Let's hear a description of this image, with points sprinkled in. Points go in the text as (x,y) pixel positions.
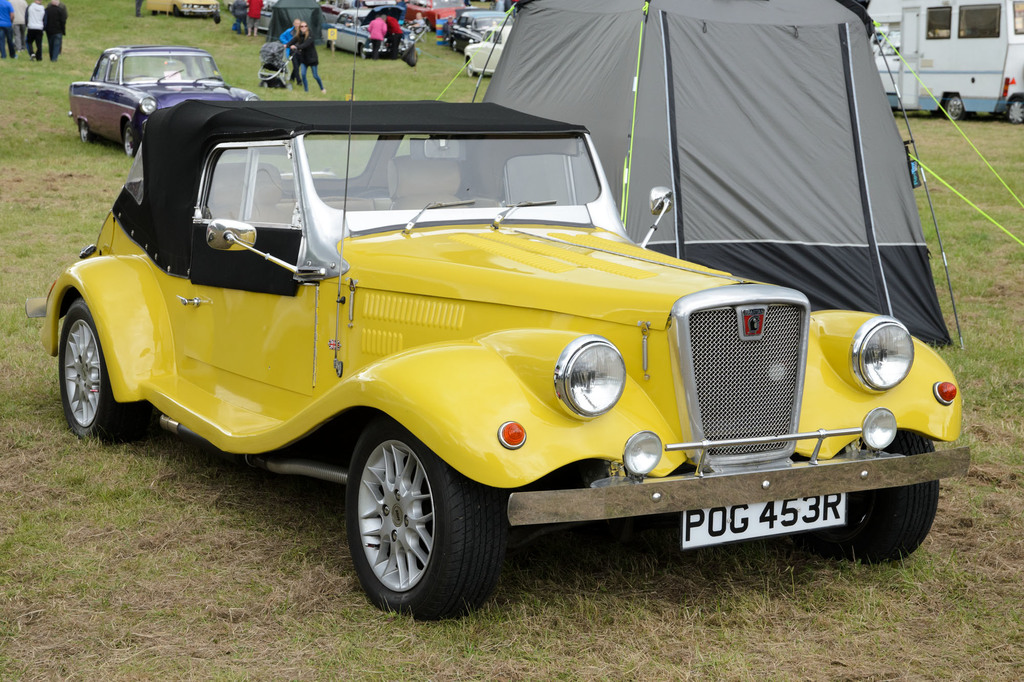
In this image there are cars (895,362) and tents (899,317) on a land (1005,421), in the background (309,42) there are people (292,42).
